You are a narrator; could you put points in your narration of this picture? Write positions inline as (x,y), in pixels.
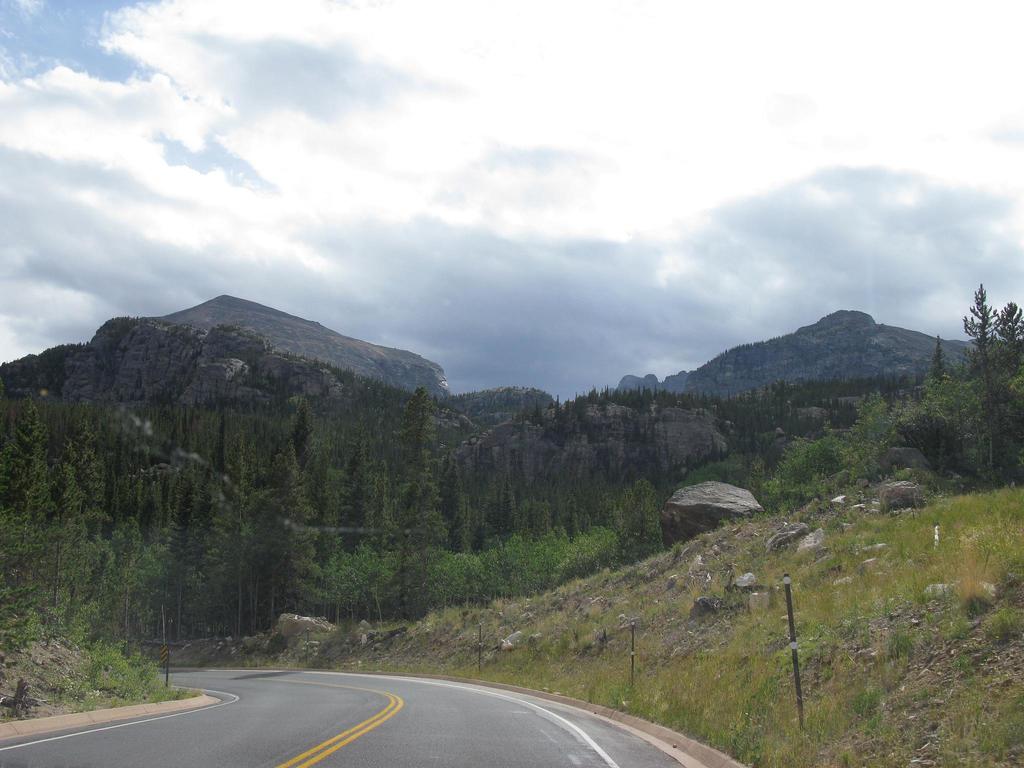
In this picture we can see a road (353,725), beside this road (506,714) we can see some stones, grass (751,699), poles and in the background (500,577) we can see mountains (350,365), trees (403,491), sky (639,361).
